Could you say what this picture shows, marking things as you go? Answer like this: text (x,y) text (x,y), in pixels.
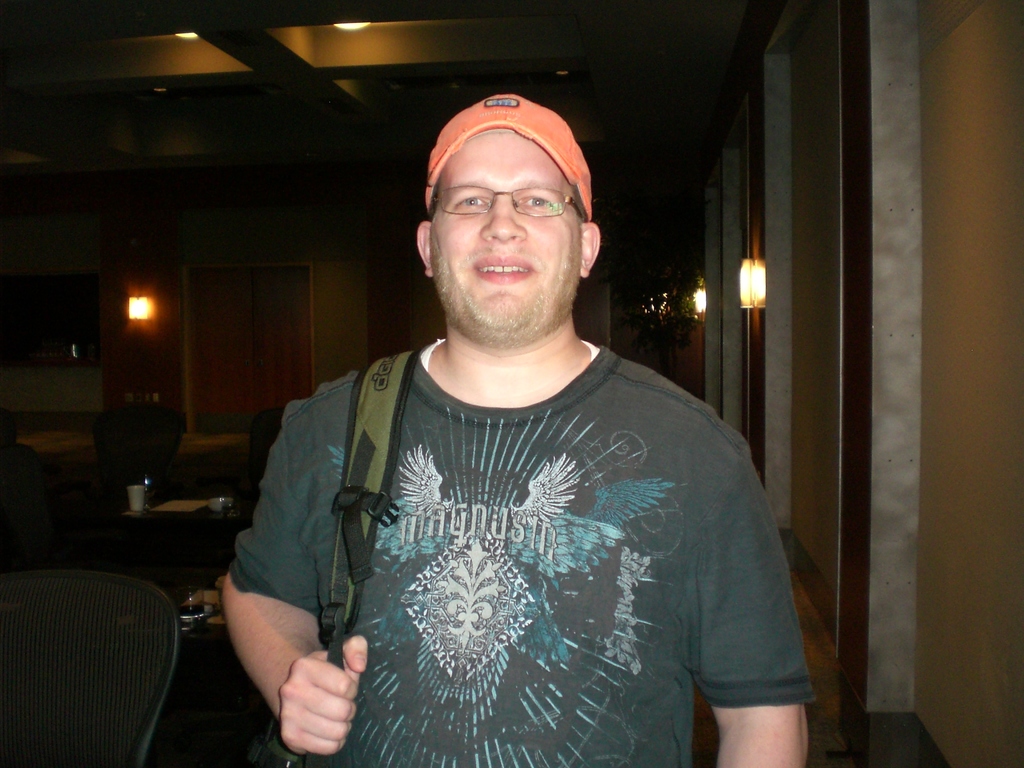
In this image there is a person (452,490) standing, holding a bag (394,421) with a smile on his face (560,179), behind him there are chairs (95,612) and tables (120,507).
